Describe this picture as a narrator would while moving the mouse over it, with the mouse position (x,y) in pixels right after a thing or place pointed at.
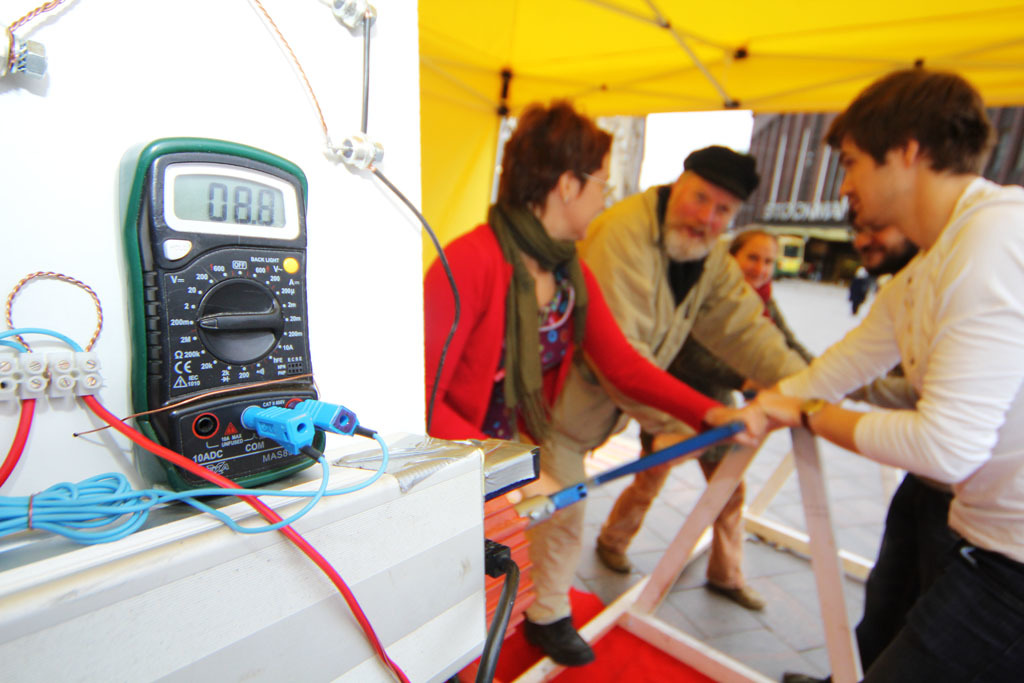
This picture describes about group of people (675,268), they are under the tent (675,79), and they are holding a metal rod (708,439), beside to them we can find a machine (229,380) on the table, in the background (809,230) we can find few buildings (810,124).
